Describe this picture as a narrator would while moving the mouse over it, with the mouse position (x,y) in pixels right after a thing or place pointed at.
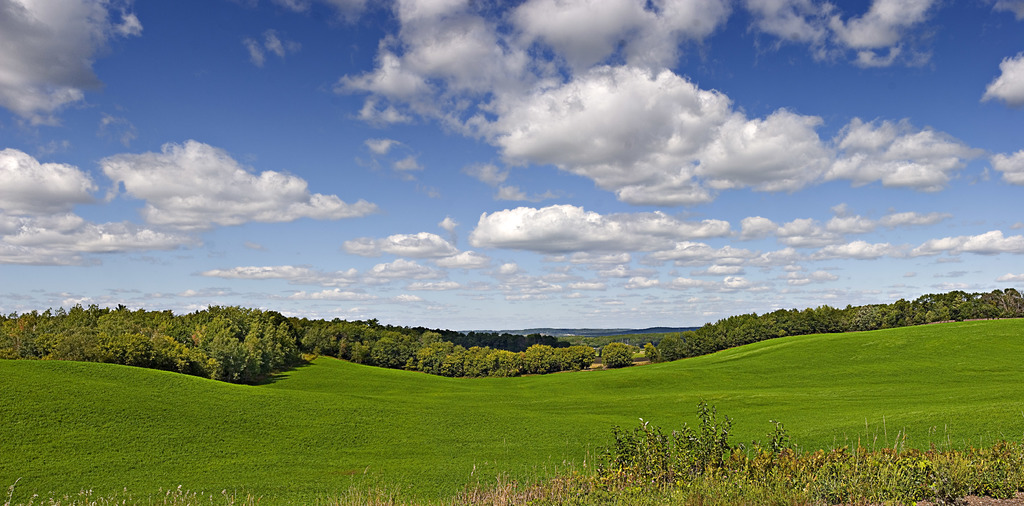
In this image we can see there is a beautiful view of clouds (72,39) in the sky (599,185), grass (416,476) and trees (325,332) in the ground (305,482).
